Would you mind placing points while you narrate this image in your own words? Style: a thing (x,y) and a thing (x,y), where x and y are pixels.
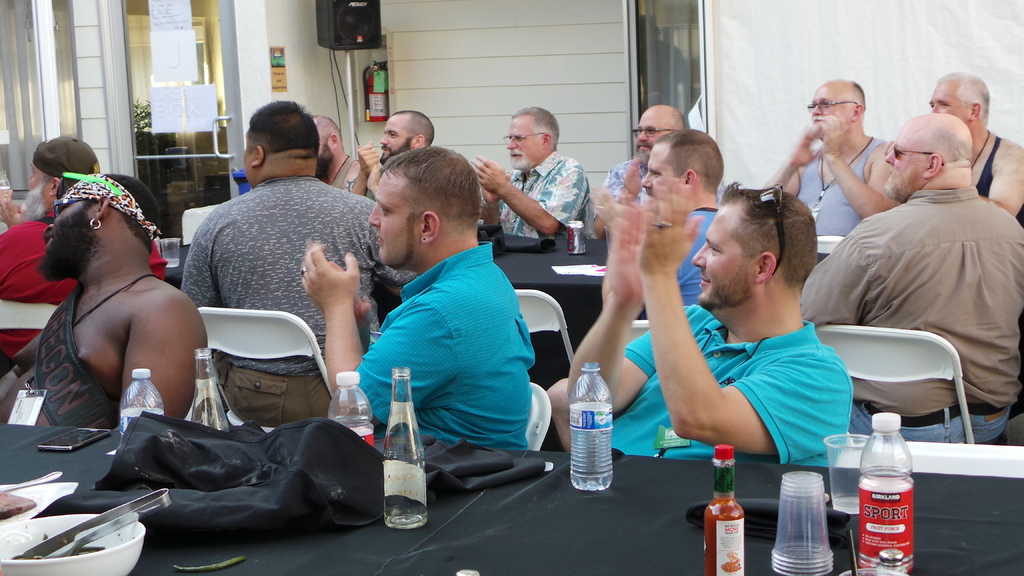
In this image there are a few people (721,256) sitting on their chairs (207,315) and clapping, in front of them there is a table (626,536). On the table (565,515) there are so many bottles (884,484), glasses (801,563), bowls (19,568) and other objects (180,481) placed on top of it, behind them there is a speaker (372,40) and the other objects (381,81) hanging on the wall (469,54) and there are a few papers (160,56) are attached to the glass door (154,133).
